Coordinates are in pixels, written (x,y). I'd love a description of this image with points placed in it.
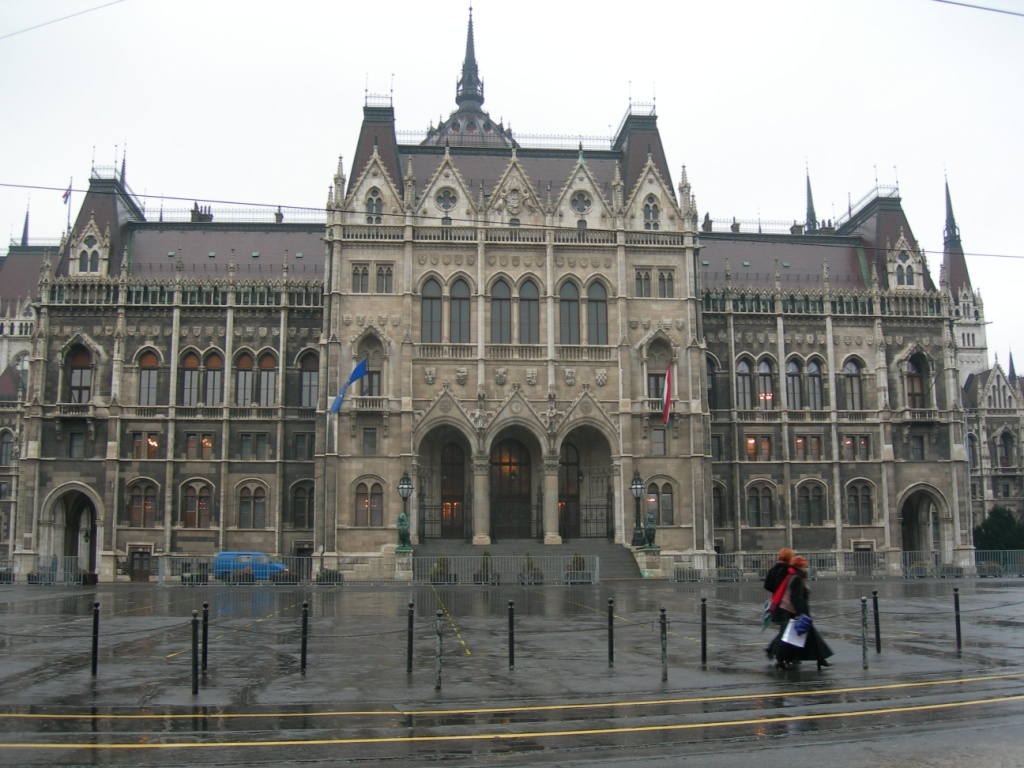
In this image I can see the ground (494,713), few black colored poles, few persons (783,578) walking, the railing (510,575), a vehicle (267,562) and a building (270,477). I can see two flags (665,412) and few windows (649,390) of the building (374,410). In the background (829,183) I can see the sky (687,98).
